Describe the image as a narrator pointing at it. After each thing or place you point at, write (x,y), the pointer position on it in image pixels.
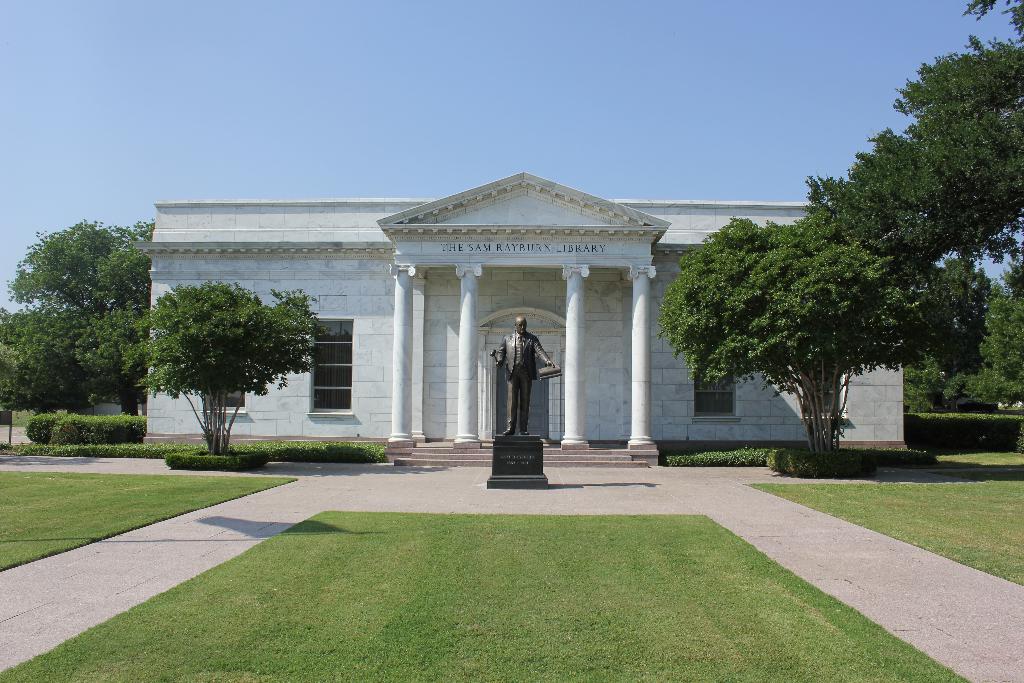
In the image there is a clear sky (330,44) and a white building (319,278) made up of marble (419,366). In Front of the building (535,432) there is a man statue (521,387), beside statue (521,371) there are two trees (264,365) and beside the building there are three trees (71,356) in front of the trees (75,380) there are plants (68,428) in front of the plants (77,438) there is a grass (61,502) and beside the grass (106,508) there is a footpath (406,488) and in front of the statue (514,353) there is a grass (477,567).
